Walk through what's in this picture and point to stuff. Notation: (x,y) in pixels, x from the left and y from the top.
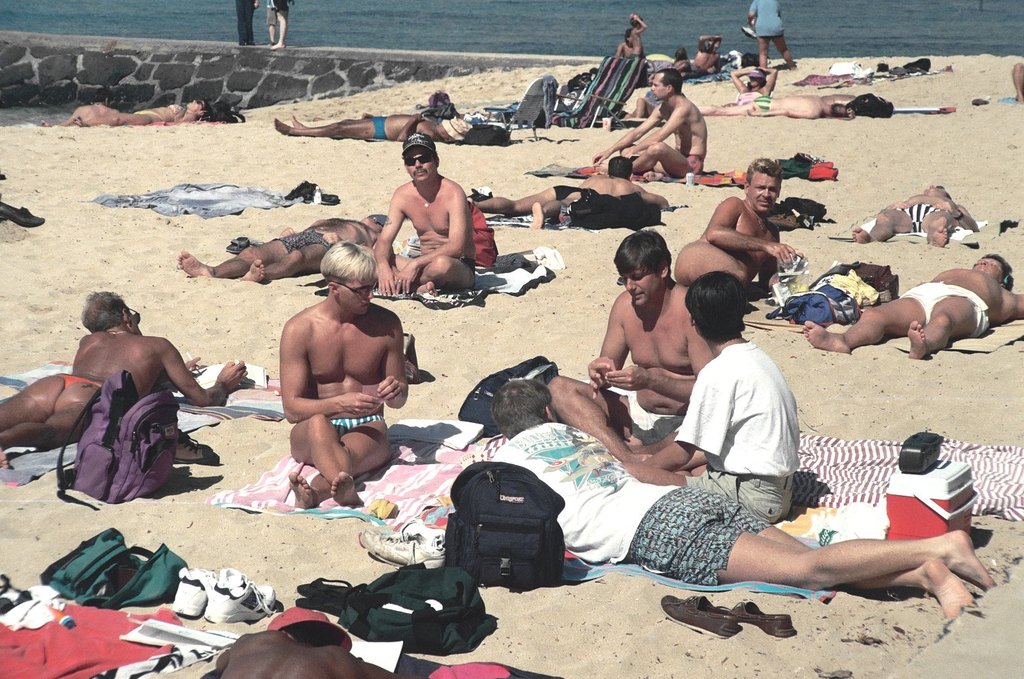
In this image we can see group of persons (352,443) sitting on the ground (659,190). In the foreground (520,531) we can see group of bags (121,440) and shoes (238,582) placed on the ground (894,254). In the background (877,12) we can see water (416,21).
